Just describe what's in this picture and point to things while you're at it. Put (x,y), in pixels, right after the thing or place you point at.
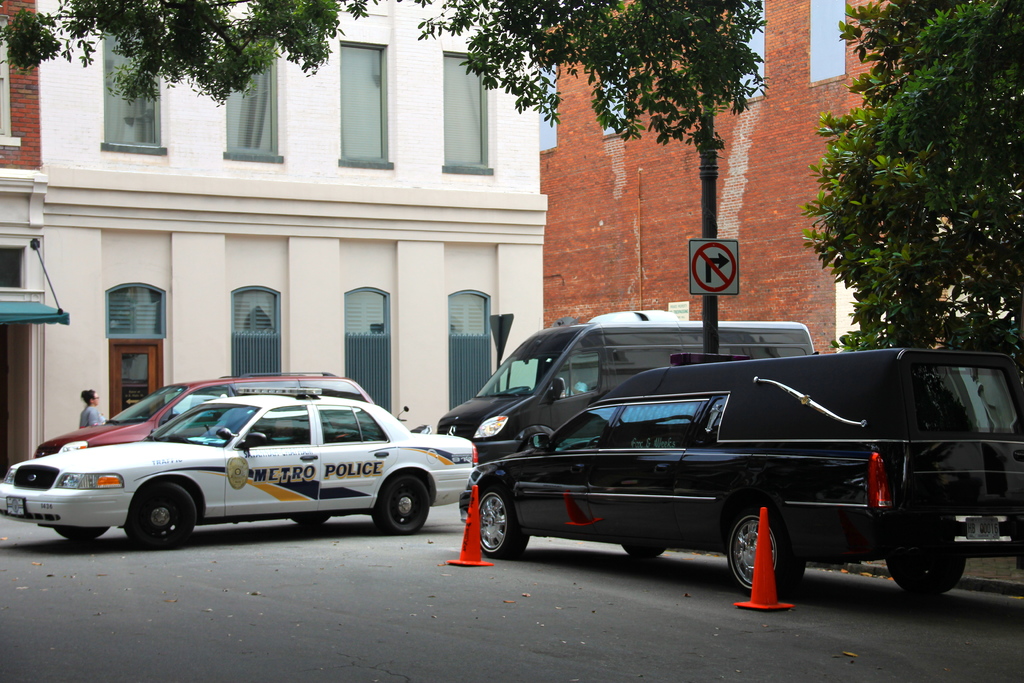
In this image we can see vehicles (283,447), traffic cones (760,580), road (172,609), person (88,398), building (468,189) and trees (930,33).
